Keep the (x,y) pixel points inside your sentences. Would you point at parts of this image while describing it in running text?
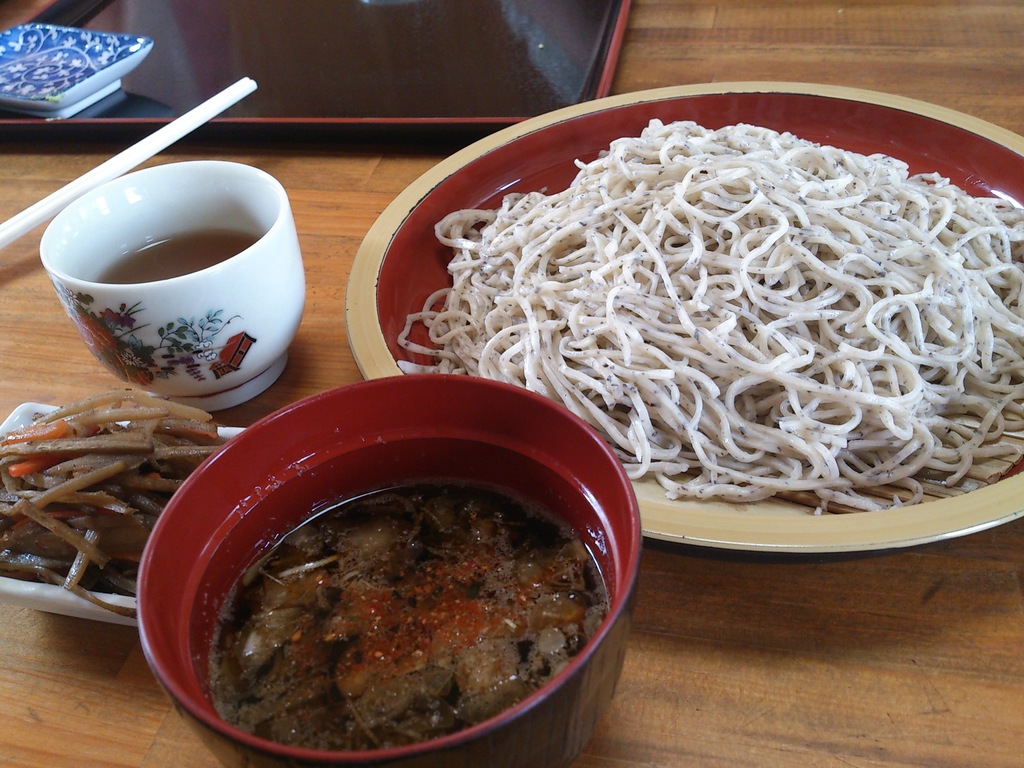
In the image we can see there is a bowl (540,694) in which there is a dipping sauce (554,580) and in a plate (911,165) there are noodles (682,365) and in a bowl (224,302) there is tea (213,263). There are chopsticks (22,232) kept on the table (619,758).
